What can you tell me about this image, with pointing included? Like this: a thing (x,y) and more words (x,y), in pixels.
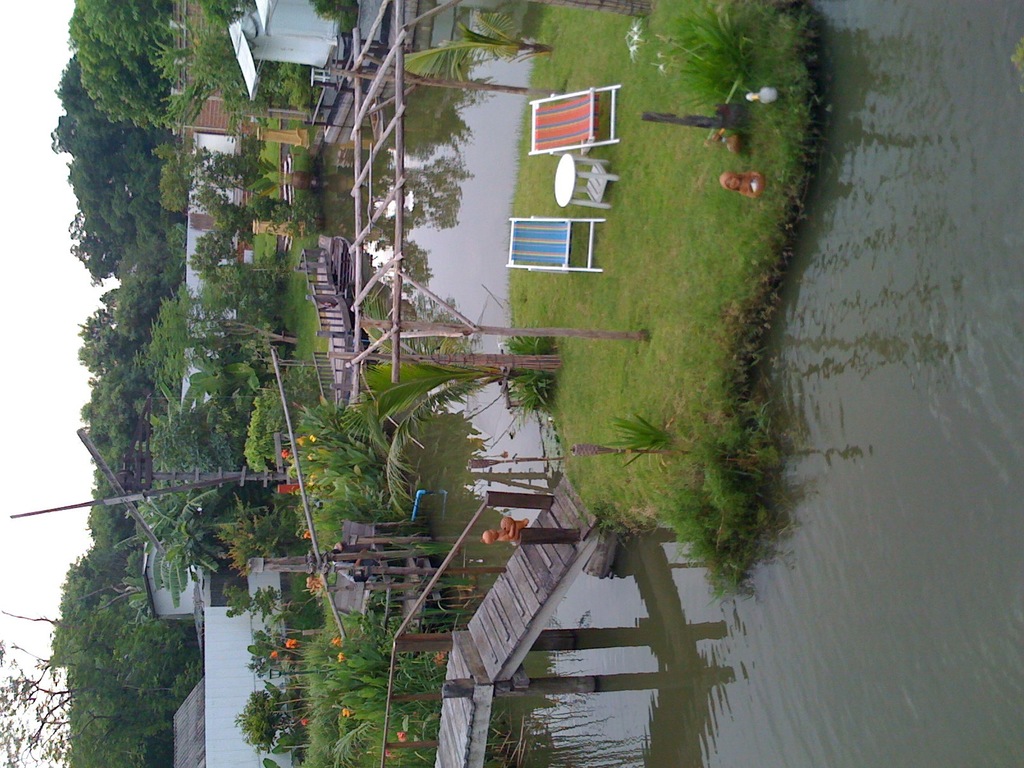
In this image I see wooden platforms (464,734), green grass (668,212) on which there are 2 chairs (571,139) and a table (567,162) and I see plants (715,21) and trees (132,211) and I see houses (199,723) and I see the water (873,752). In the background (12,360) I see the sky (20,87).
